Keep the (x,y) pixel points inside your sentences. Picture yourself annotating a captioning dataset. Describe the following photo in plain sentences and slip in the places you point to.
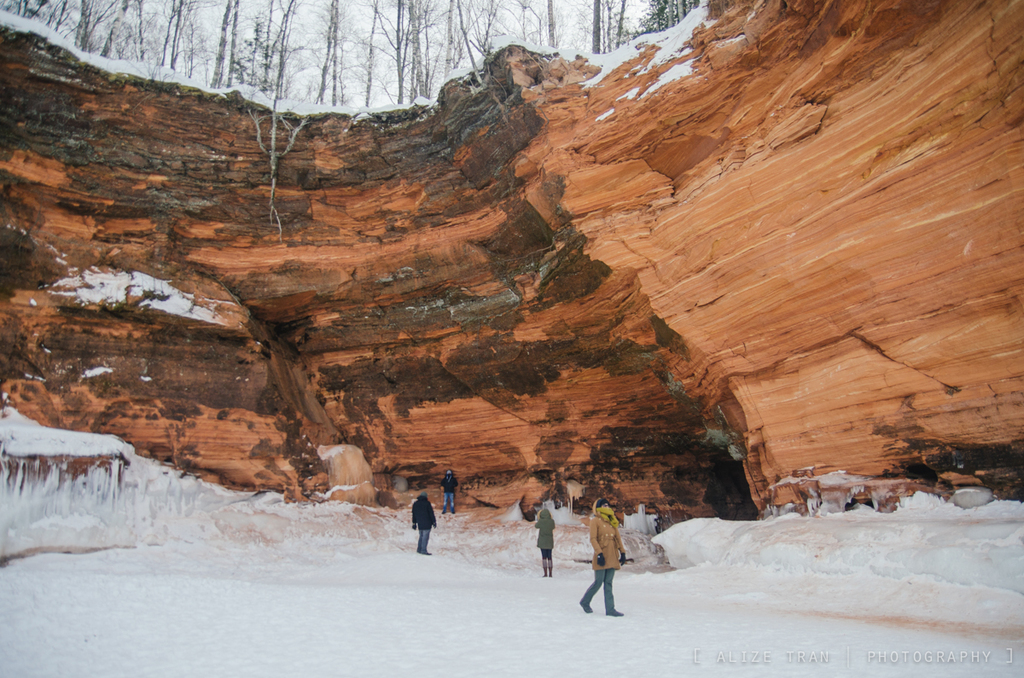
In this image we can see a few people (602,554) standing and walking on the surface (536,574) of the snow (473,576) behind them there is a big rock (376,227) on top of the rock (430,159) they are trees (122,26).
